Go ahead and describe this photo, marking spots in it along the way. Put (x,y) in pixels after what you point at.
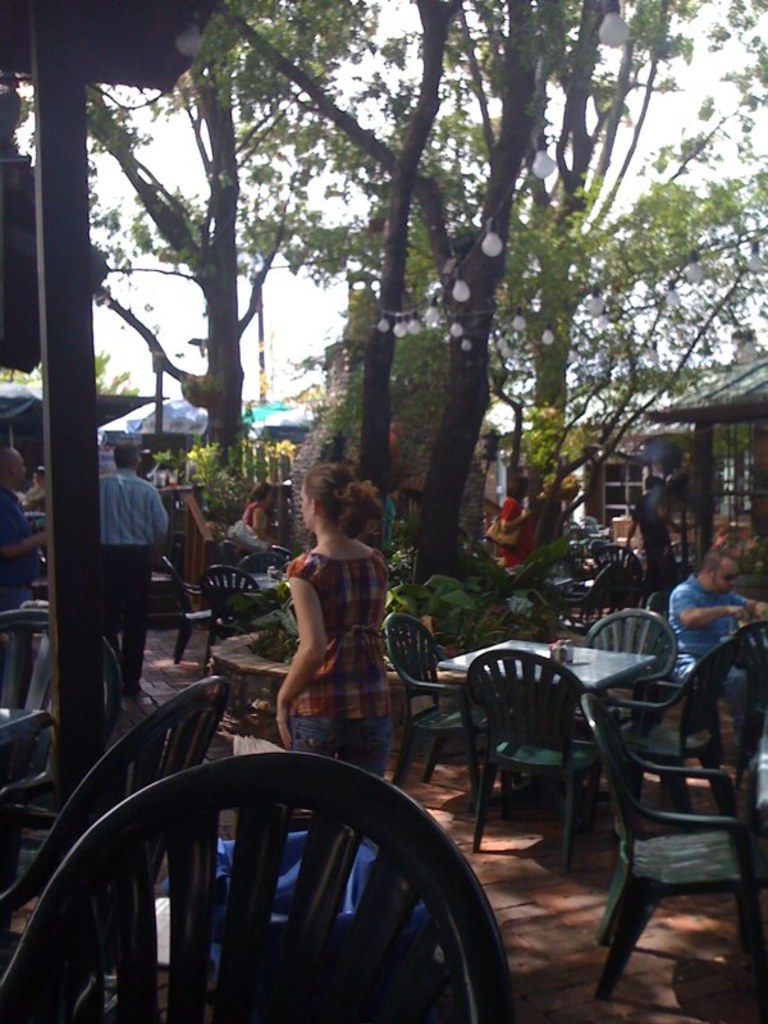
On the background (426,194) we can see trees (524,230) and lights (464,287) here. We can see few umbrellas (125,420). we can see few persons (340,632) standing and there are lot many empty chairs (248,930) and tables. We can see a man (690,666) with blue shirt (678,608) sitting on a chair (665,600) at the right side of the picture (703,628).
